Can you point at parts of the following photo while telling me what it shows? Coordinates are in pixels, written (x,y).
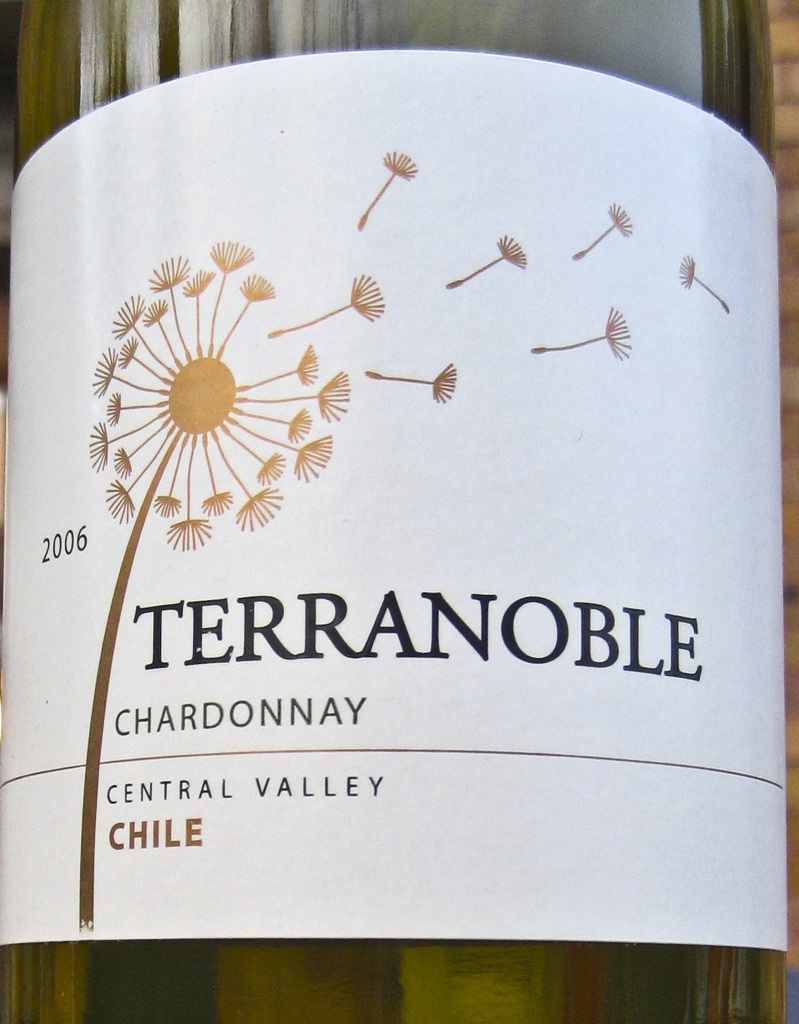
In this picture there is a bottle (714,24) and there is a label (508,176) on the bottle (599,104). There is a text (517,649) on the label (401,642) and there is a picture (379,292) of a flower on the label (275,564).
